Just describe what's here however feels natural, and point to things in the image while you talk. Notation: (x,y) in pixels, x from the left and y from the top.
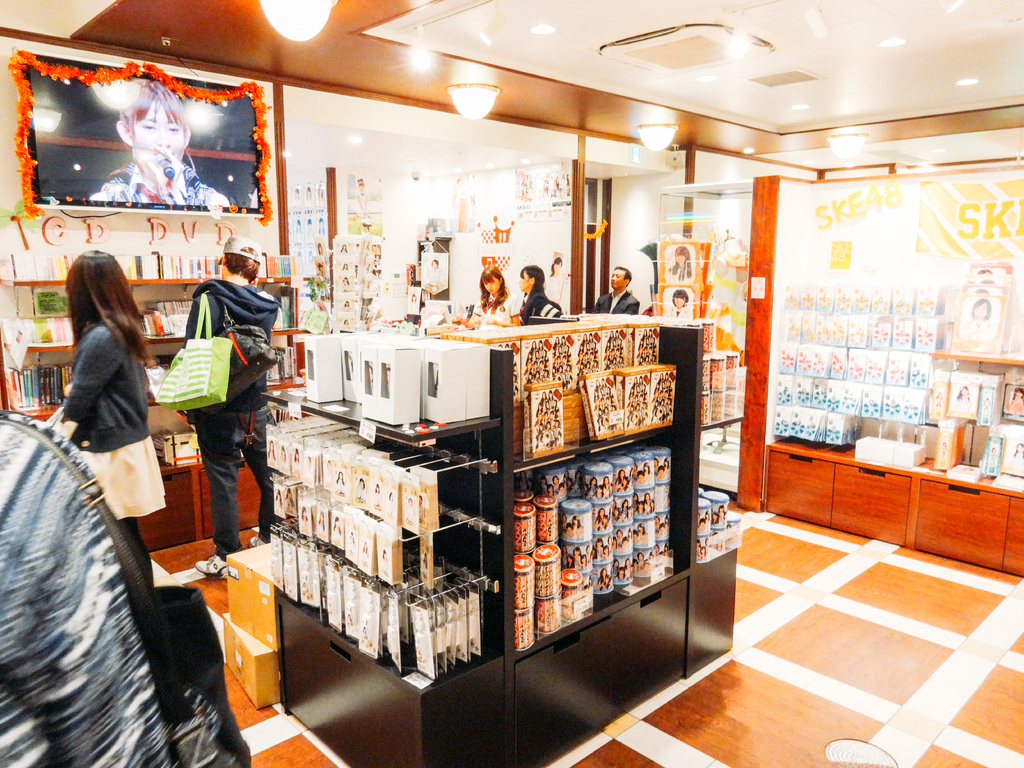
In the image I can see a place where we have some shelves (293,656) in which there are some things (389,504) placed and also I can see some people (23,537) and a screen (144,114) to the wall (171,293).
